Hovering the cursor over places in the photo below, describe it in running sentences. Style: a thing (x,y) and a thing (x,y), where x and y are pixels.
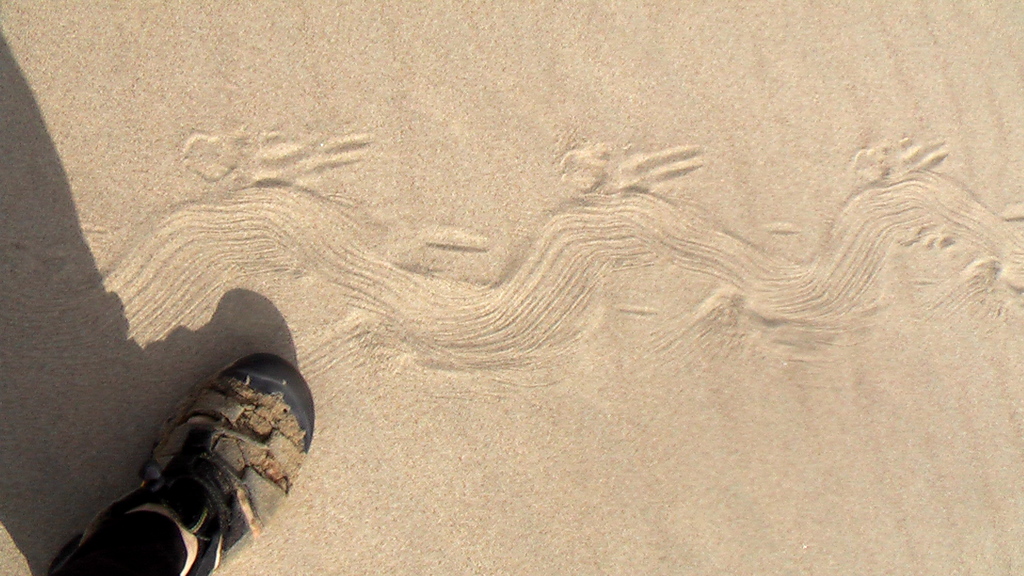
In this image I can see person's shoe (197,442) visible on floor (421,525) at the bottom (204,549).
